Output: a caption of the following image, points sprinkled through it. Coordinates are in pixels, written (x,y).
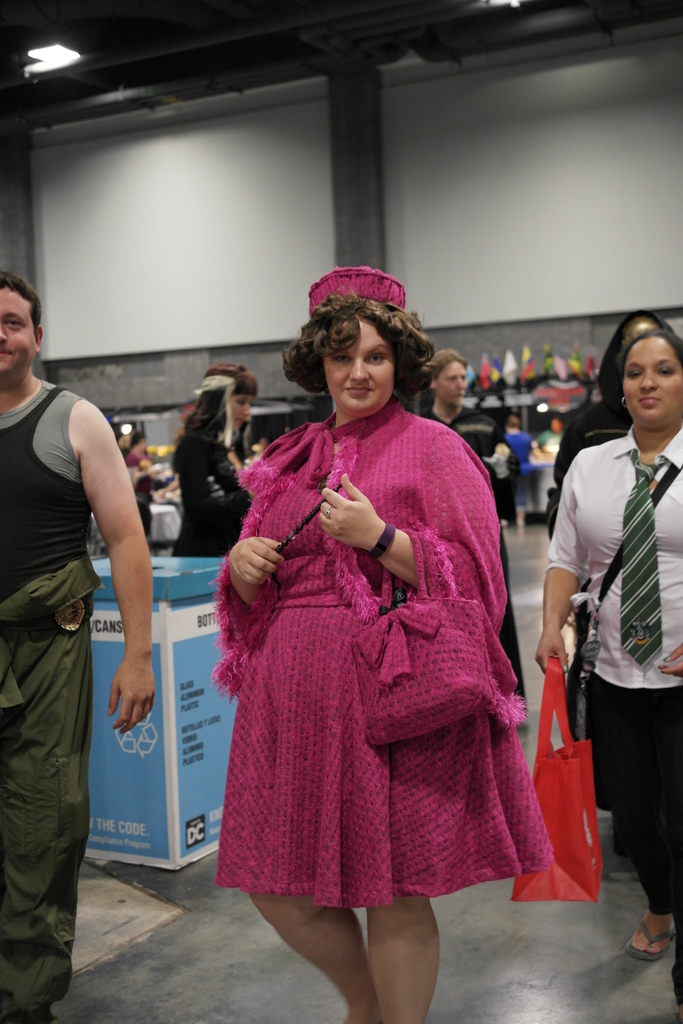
In this image I can see number of people (367,547) are standing. Here I can see she is wearing pink dress (243,840) and pink cap (355,299). I can also see one of them is carrying a red colour bag (593,817). In the background (190,845) I can see a blue colour thing (179,796) and on it I can see something is written. I can also see this image is little bit blurry from background (677,159).
